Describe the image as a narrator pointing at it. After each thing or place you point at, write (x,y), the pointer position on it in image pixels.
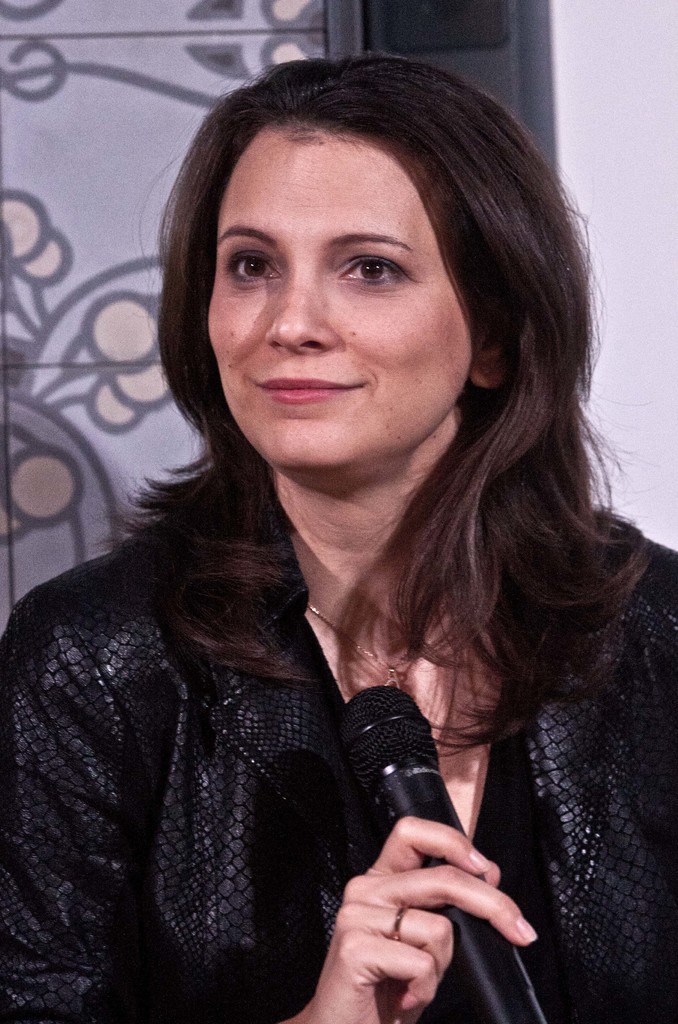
Here is a woman (221,693) wearing black dress (229,785) and holding mike (463,961) in her hand (436,928). At background (140,450) I can see a design (58,295) on the door (273,31).
